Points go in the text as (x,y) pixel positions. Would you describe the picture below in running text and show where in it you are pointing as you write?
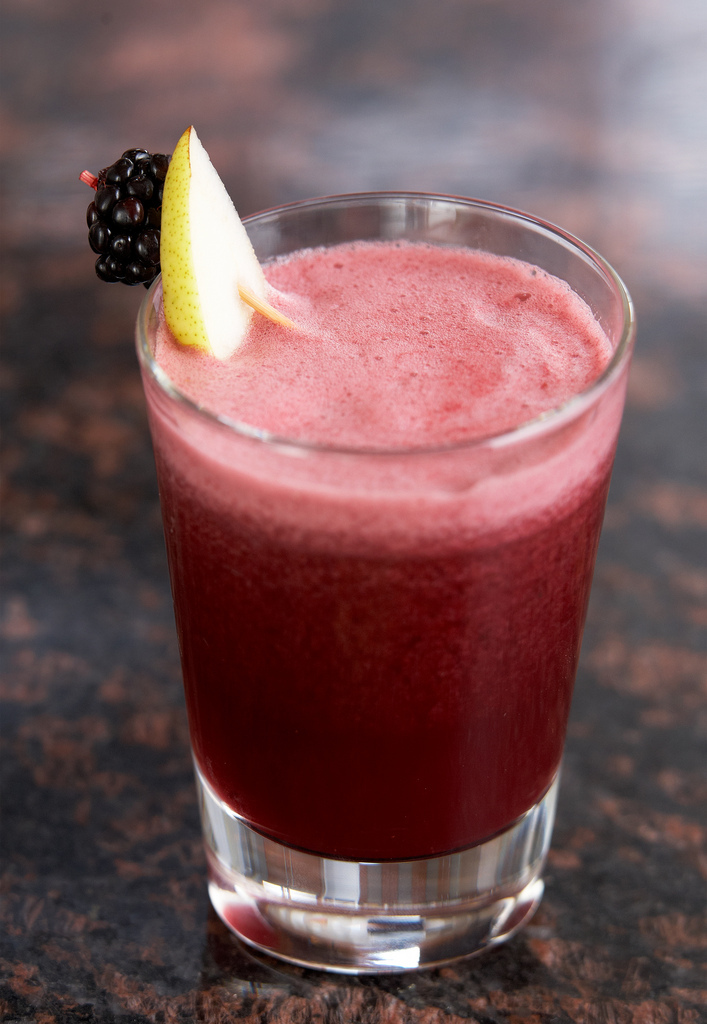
In this image I see a glass (184,407) which is filled with a juice (184,356), which is of pink in color and there is also a fruit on top of the juice (191,373).
